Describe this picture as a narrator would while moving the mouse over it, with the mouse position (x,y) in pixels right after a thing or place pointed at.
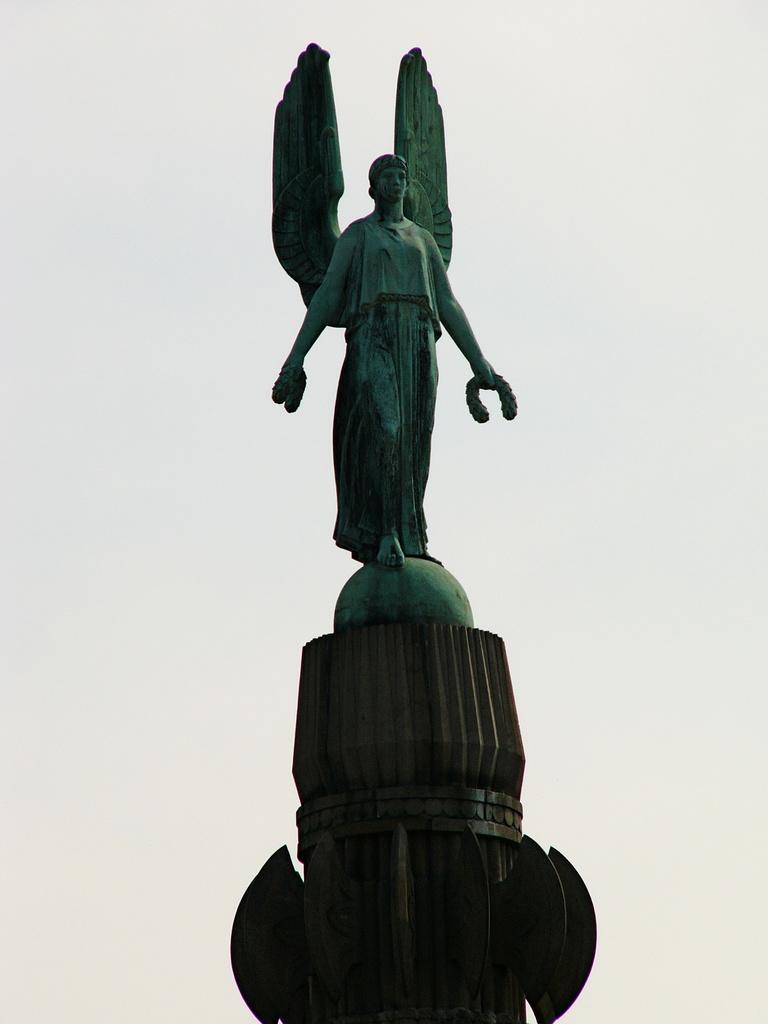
In the center of the image (336,626) there is a statue (405,340).
